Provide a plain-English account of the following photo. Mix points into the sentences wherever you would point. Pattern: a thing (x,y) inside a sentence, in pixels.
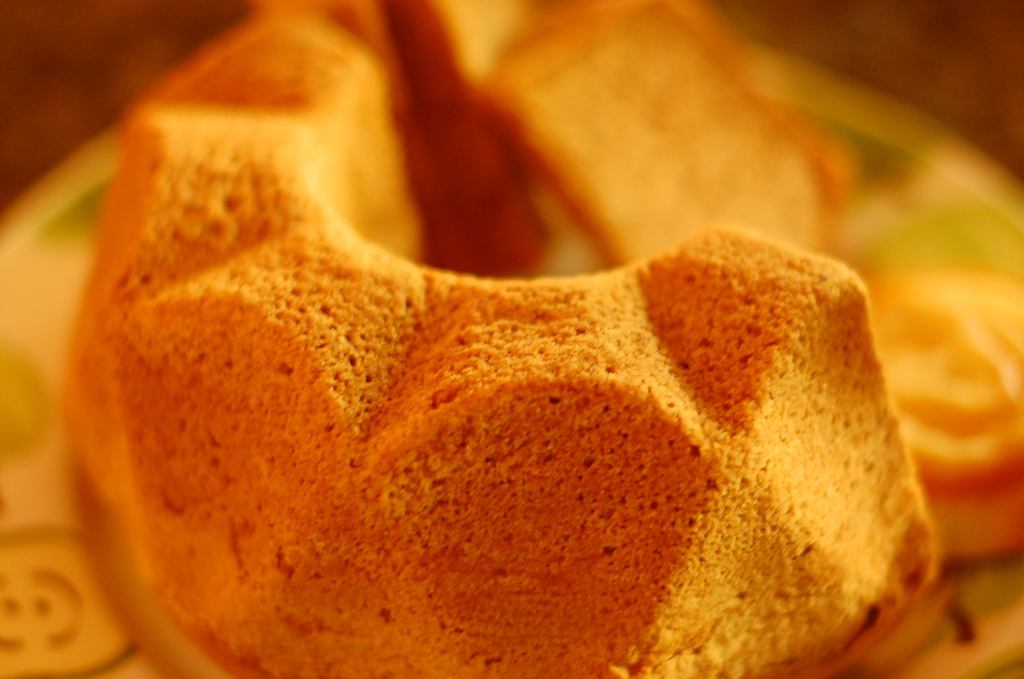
This is an object (558,279).
